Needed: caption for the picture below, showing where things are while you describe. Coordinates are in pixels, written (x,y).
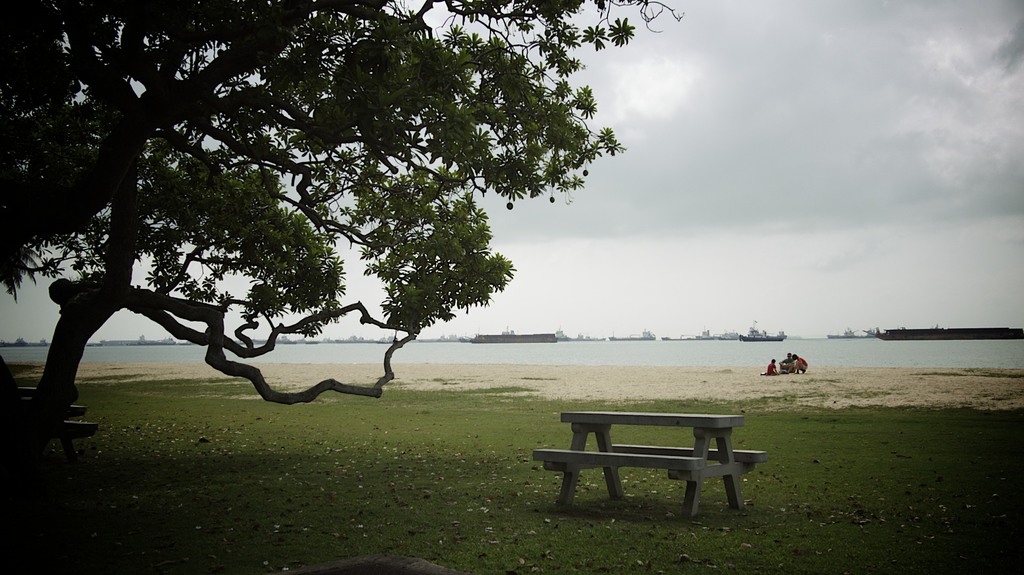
Here we can see three persons (796,364) and there are benches (568,493). This is grass (454,509) and there is a tree (259,205). Here we can see ships (926,337) in the water (477,350). In the background (967,259) there is sky (725,252).
